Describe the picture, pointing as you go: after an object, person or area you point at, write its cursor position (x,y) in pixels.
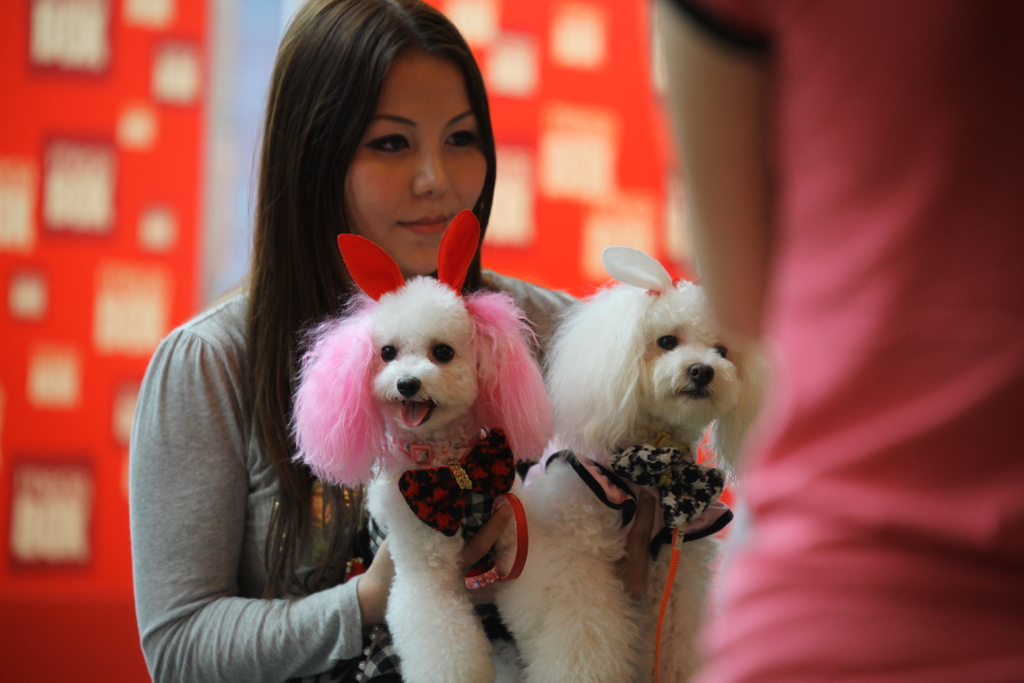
In this image I can see a woman (340,191) is standing and holding the two dogs (562,409). And she is wearing a grey color dress (201,548). The left dog (382,334) is having red horns (442,271).
